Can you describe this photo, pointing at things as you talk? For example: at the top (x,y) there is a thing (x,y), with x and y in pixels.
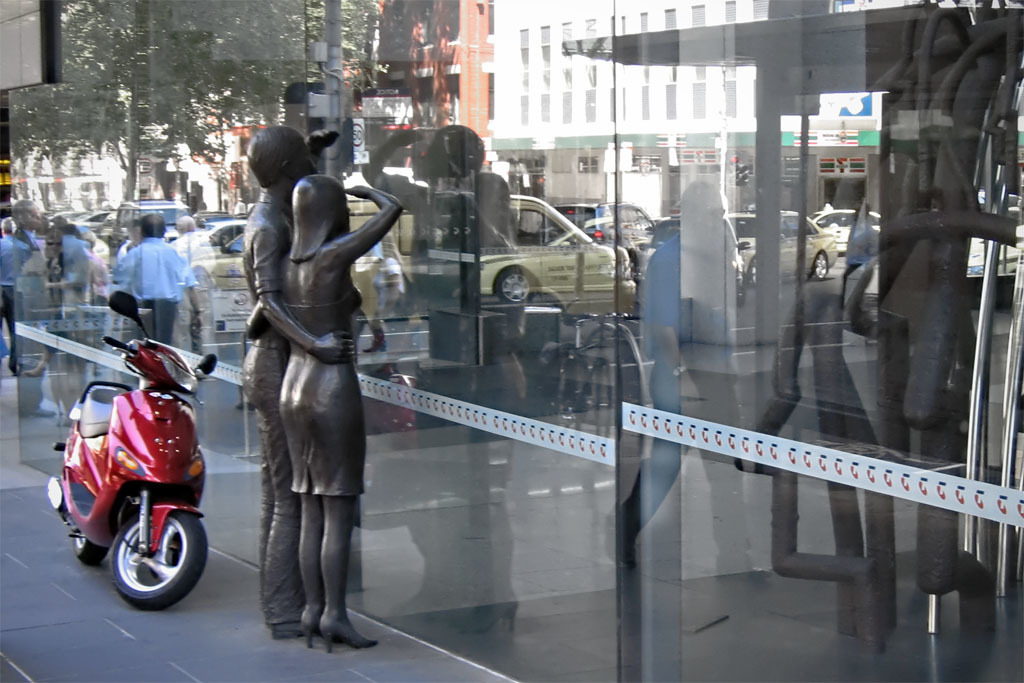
In this image, there is a sculpture (288,376) in front of the glass (387,386). There are some persons (97,289) and vehicles (109,219) reflection (556,245) by the glass (579,312). There is a vehicle (99,415) on the left side of the image (73,444).
